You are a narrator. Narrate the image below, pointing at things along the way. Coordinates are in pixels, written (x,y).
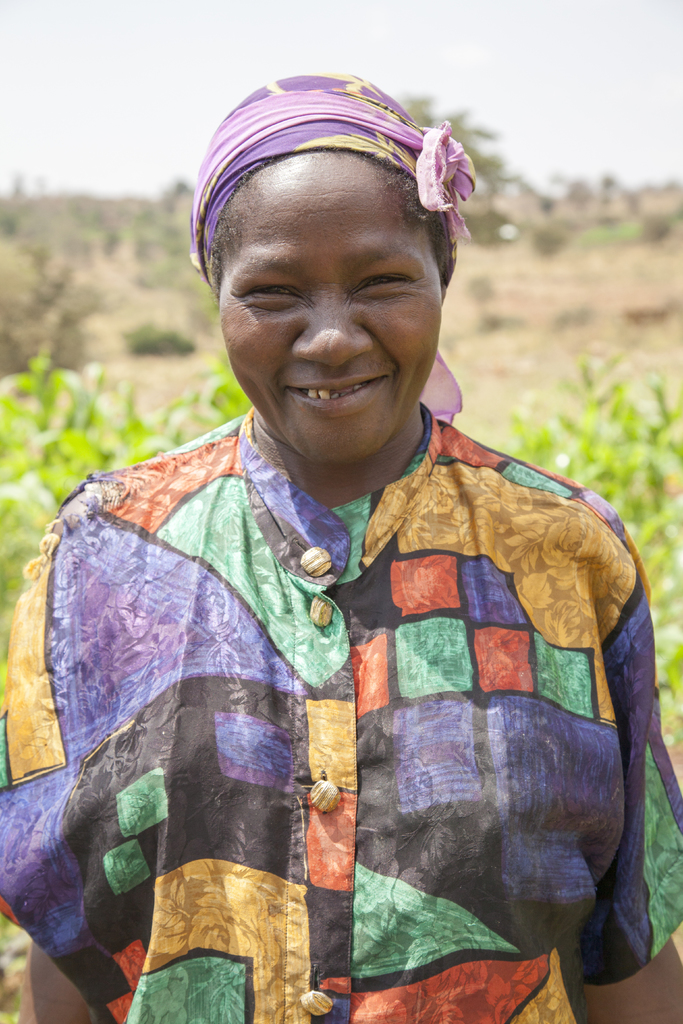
In this picture we can see a woman (395,725) is smiling in the front (336,406), in the background (552,444) there are some plants (552,444), we can see the sky (451,106) at the top of the picture (447,55).
